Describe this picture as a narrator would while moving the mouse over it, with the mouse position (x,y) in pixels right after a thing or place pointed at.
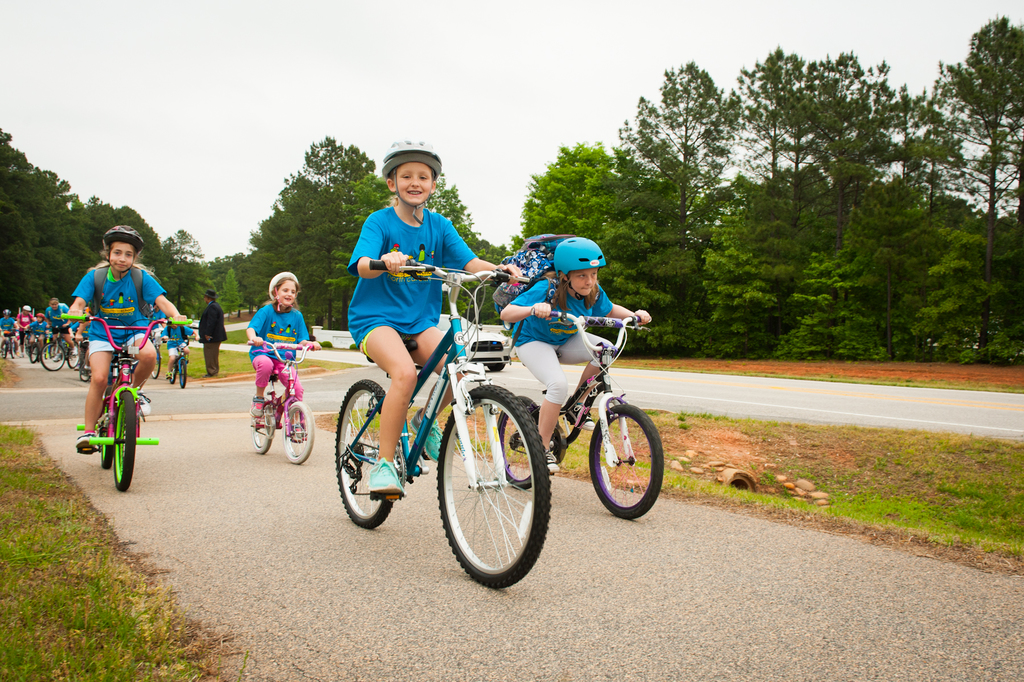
In a given image we can see that, there are many children (264,329) who are riding the bicycle (361,407) on road (239,403). Around there are many trees (721,216). The sky (458,133) is in white color.
